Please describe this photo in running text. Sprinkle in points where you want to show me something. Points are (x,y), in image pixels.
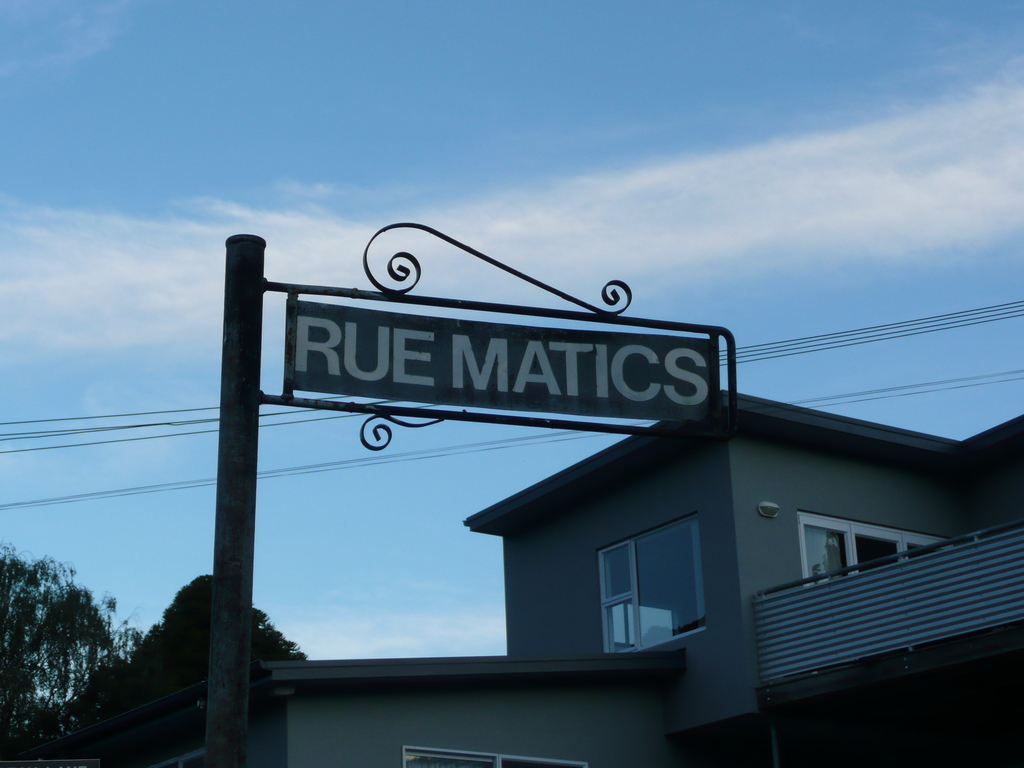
In the foreground of this image (227,451), there is a pole (250,353). Behind it, there is a house (680,740), trees (186,670), cables (127,425) and at the top (370,73), there is the sky (697,209) and the cloud (709,220).
